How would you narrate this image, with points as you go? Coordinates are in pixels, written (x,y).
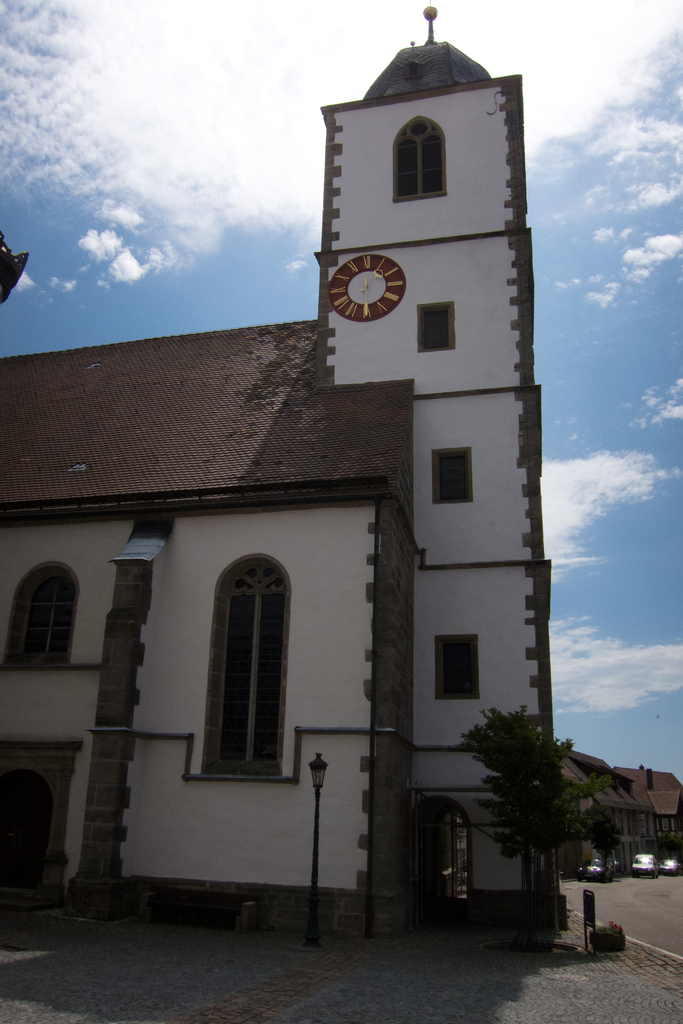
In this image I can see a building (191,641) in cream and brown color. I can also see few trees (514,826) in green color and sky (235,187) in blue and white color.
